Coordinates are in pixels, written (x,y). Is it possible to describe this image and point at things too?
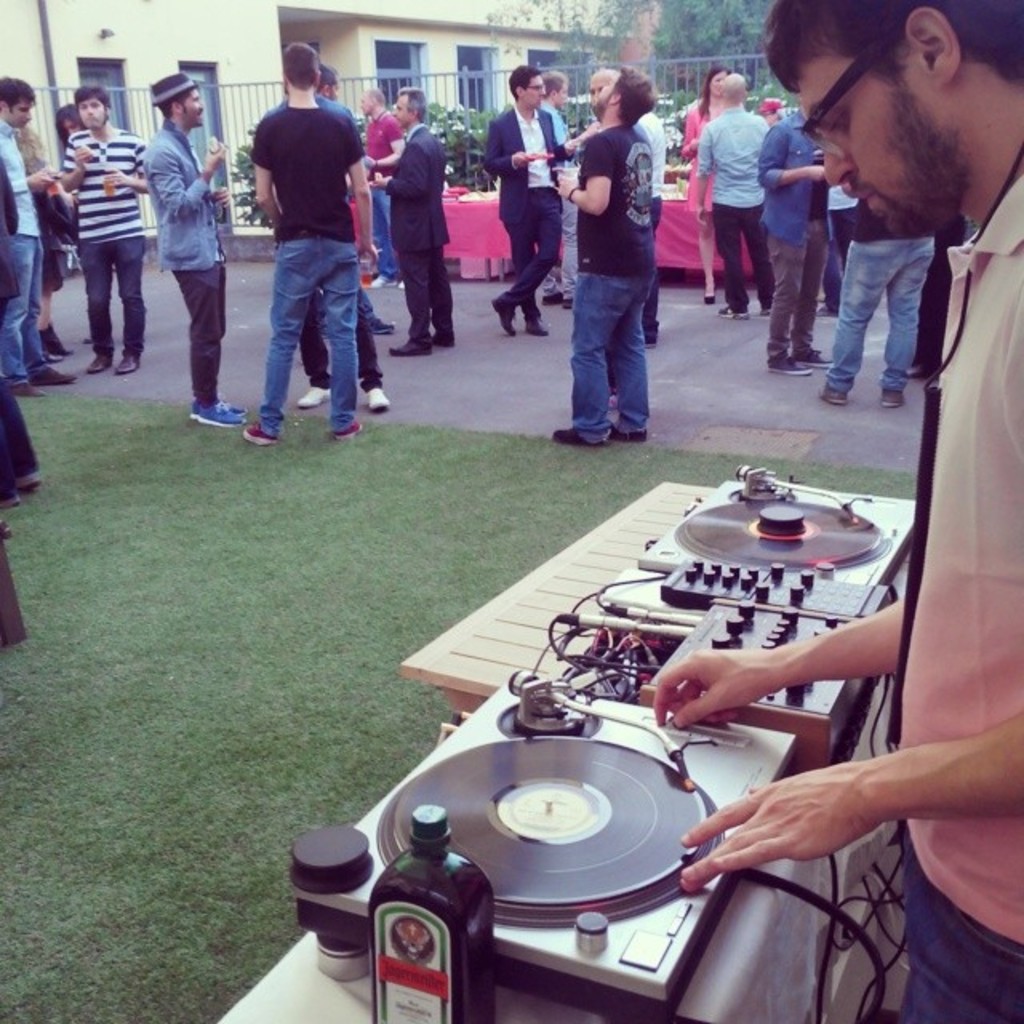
In this image I can see a person (1012,682) is standing in front of a table (731,908) and on the table (728,987) I can see a music system (661,758) and a bottle (450,908). In the background (415,739) I can see some grass (263,660), few persons (339,314) standing, few trees (572,24), the railing (239,85) and few buildings (530,47). I can see few windows (80,82) of the buildings (437,67).
